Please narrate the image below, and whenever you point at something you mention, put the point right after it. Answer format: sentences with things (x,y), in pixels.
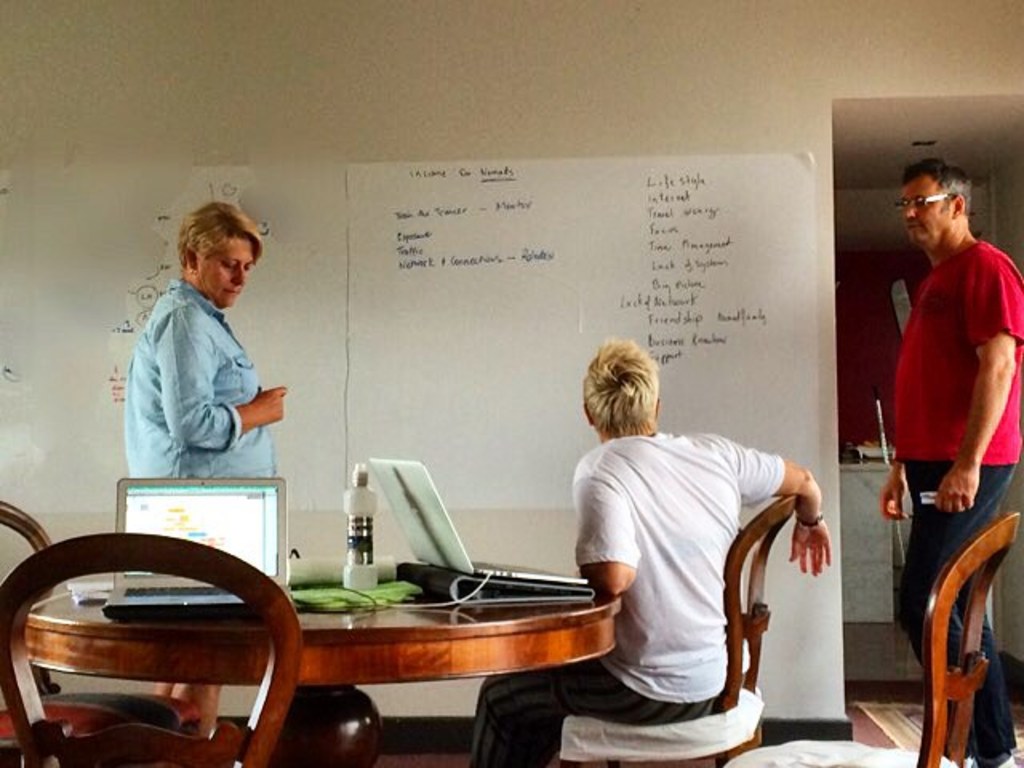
In this image I can see three people (595,478). Among them one person (681,595) is sitting in front of the table (387,620). On the table (404,627) there are two laptops (400,466) and a bottle (368,557). To the wall (616,139) there is a board (601,320).
